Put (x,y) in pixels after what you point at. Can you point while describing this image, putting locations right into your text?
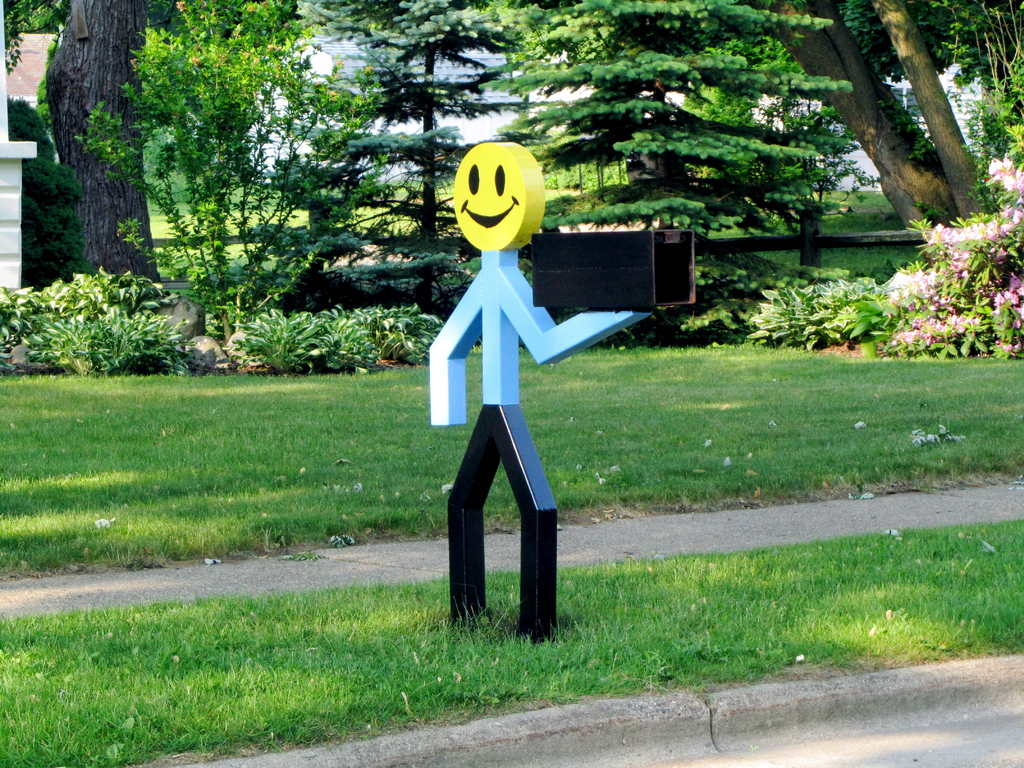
In this picture we can see a symbol of man (460,400) with smiley face (471,194) and this sculpture (511,258) is on the grass (676,611) and in middle of grass (627,480) we have path (712,525) and on background (736,137) we can see trees (680,34), house (5,115), flowers (964,258).
